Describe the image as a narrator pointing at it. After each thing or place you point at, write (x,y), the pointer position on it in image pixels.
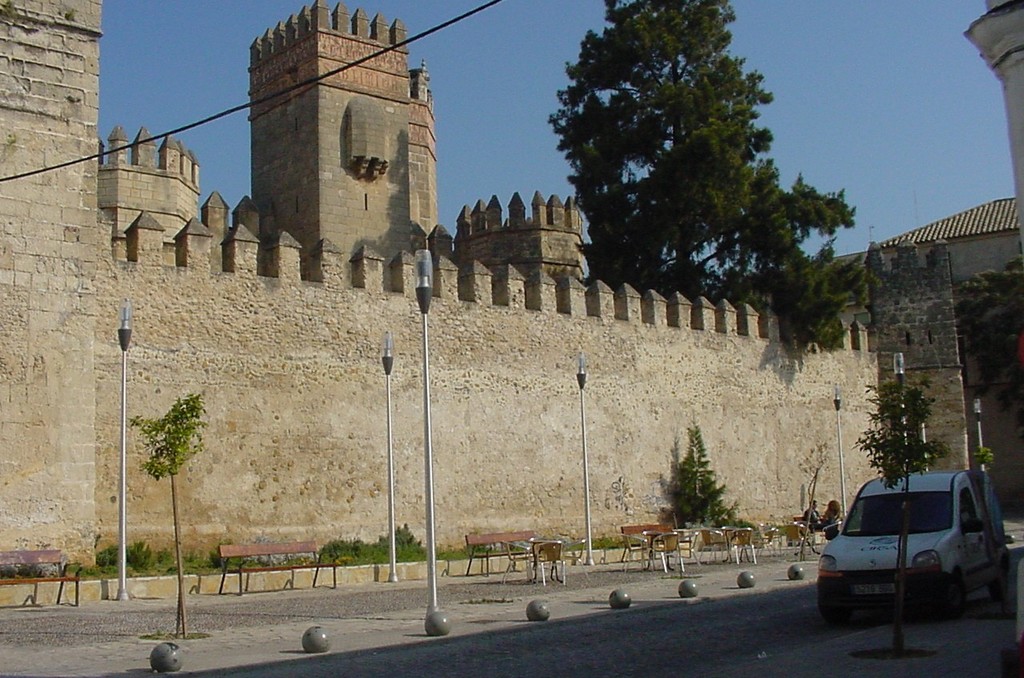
In the picture i can see a fort (200,347), there are some plants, trees (814,488), poles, some persons (816,505) sitting on benches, on right side of the picture (874,539) there is a car (880,567) which is in white color parked.
